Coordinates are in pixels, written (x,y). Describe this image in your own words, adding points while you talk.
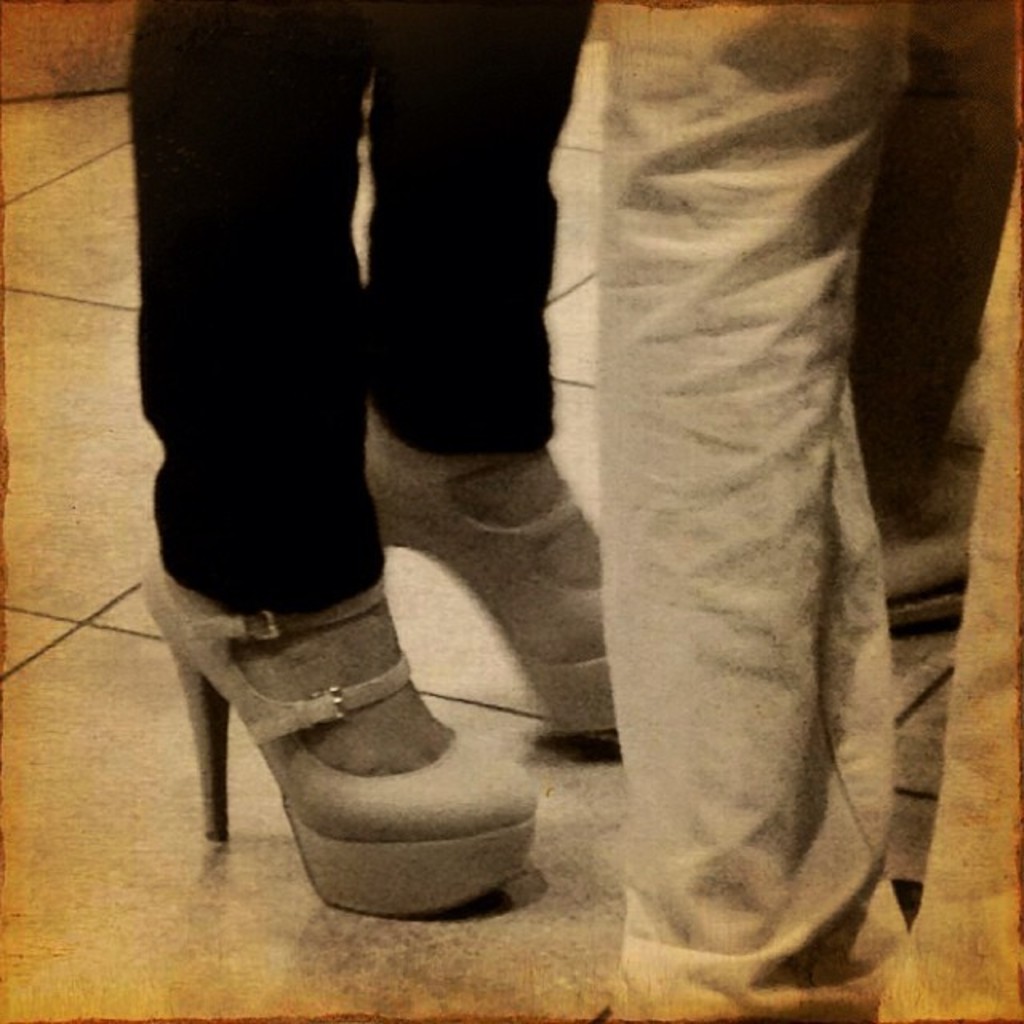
In this image we can see the legs (867,478) of few people (880,474). We can see the footwear (464,756) of a person (482,793).
